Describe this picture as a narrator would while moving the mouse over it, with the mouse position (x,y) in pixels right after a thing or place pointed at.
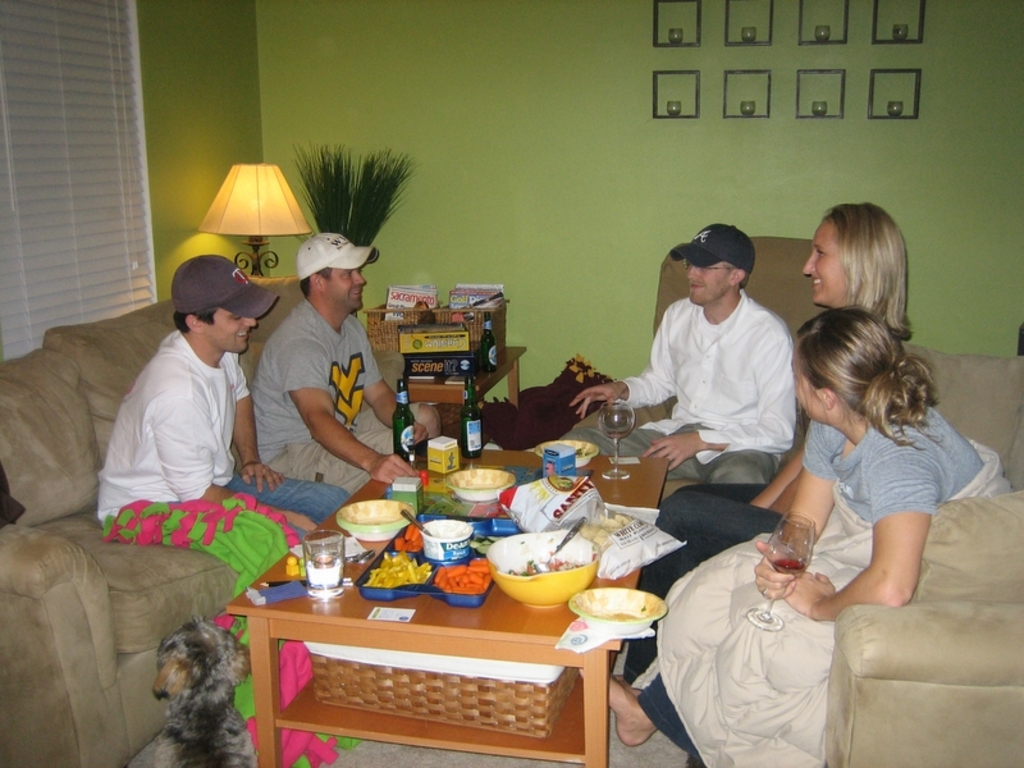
A family members (238,416) are sitting around table (305,607). Of them three (295,447) are men (713,352) and two (805,355) are women (810,353). There are some eatables (395,545) in bowls (509,479) on the table (554,626). There are some glasses (614,422), beer bottles (408,431) and food packets (573,503) on the table (538,617). There is a lamp (261,199) beside the sofa (30,555).
